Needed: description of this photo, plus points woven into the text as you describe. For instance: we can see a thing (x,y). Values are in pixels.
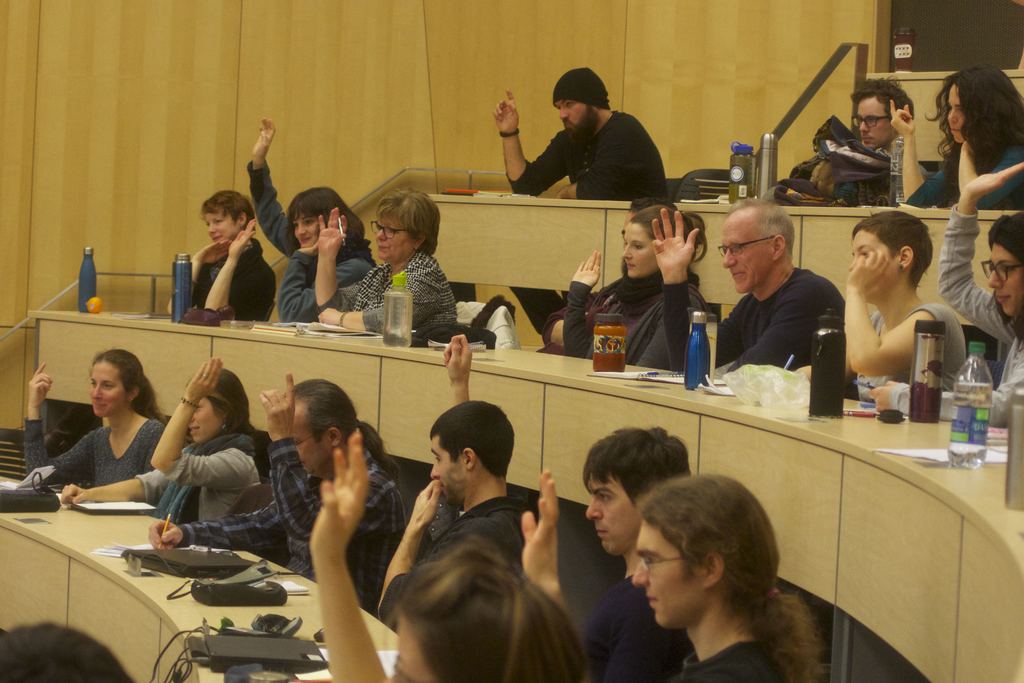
In this picture we can see some people (486,414) sitting on chairs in front of their desks (616,398), on the left side of this picture (308,464) we can see some laptops (187,567) and the man (200,544) in the middle (356,415) is writing something, in middle of the image (642,383) we can see some bottles (911,396) on the desk (626,406) and we can also see some papers (931,455), on the right side of the picture (758,379) we see a bag (828,164) on the desk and this man (582,134) is pointing his finger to something.
